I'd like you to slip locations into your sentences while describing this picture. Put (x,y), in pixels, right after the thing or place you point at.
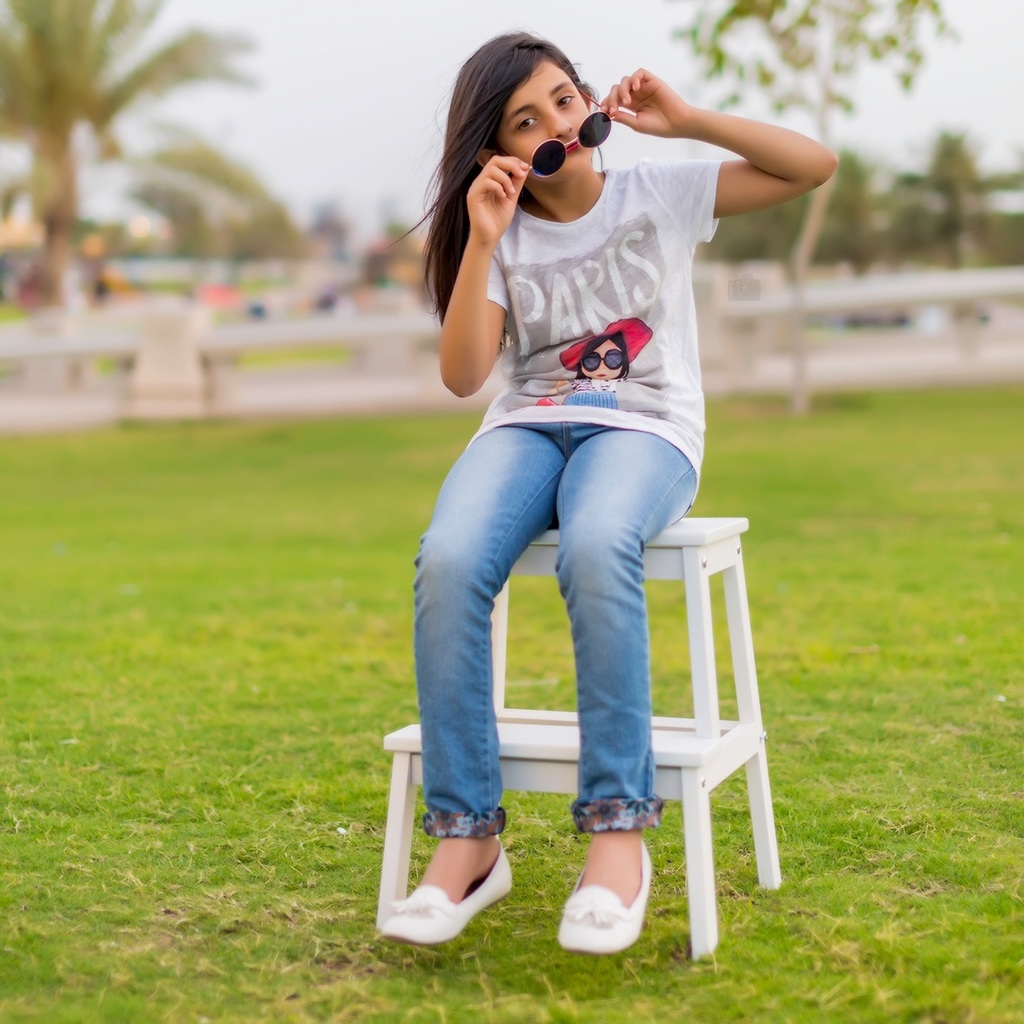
In this image we can see a stool (704,725) on the ground (683,844), a person (480,662) sitting on the stool (710,524) and holding goggles (539,164) and a blurry background (47,376).
